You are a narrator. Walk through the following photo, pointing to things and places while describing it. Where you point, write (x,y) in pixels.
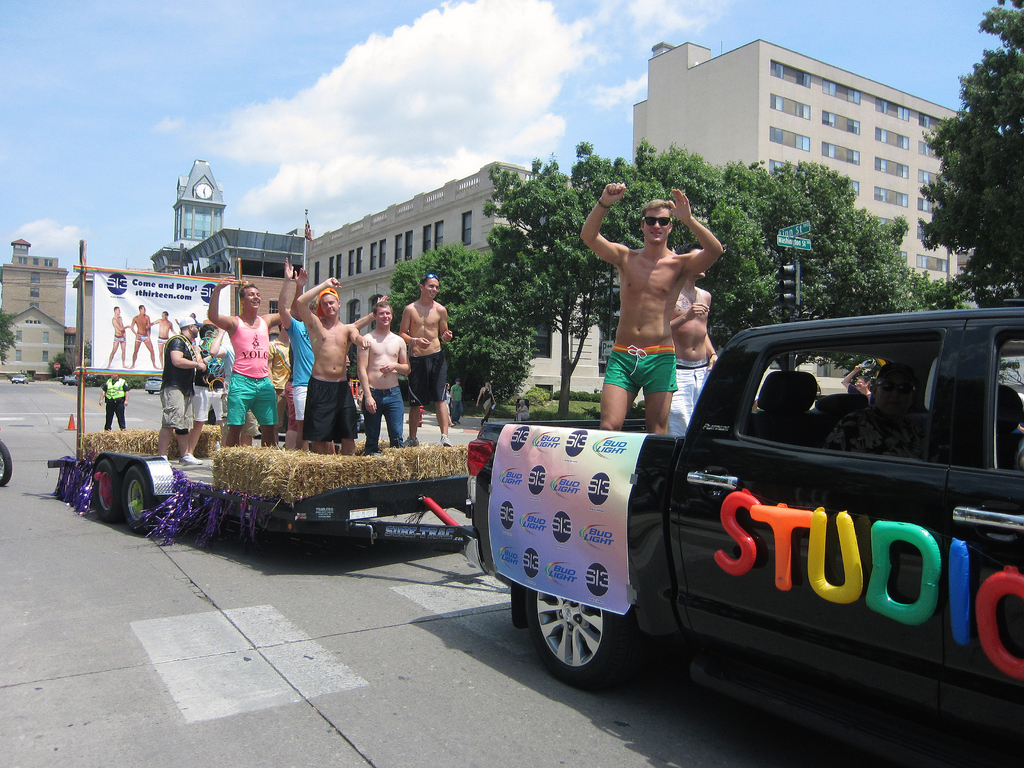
As we can see in the image there is a sky (141,108), trees (773,197), buildings (184,187), a clock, banner (105,325) and few people (287,400) standing over here and a truck (793,495).
